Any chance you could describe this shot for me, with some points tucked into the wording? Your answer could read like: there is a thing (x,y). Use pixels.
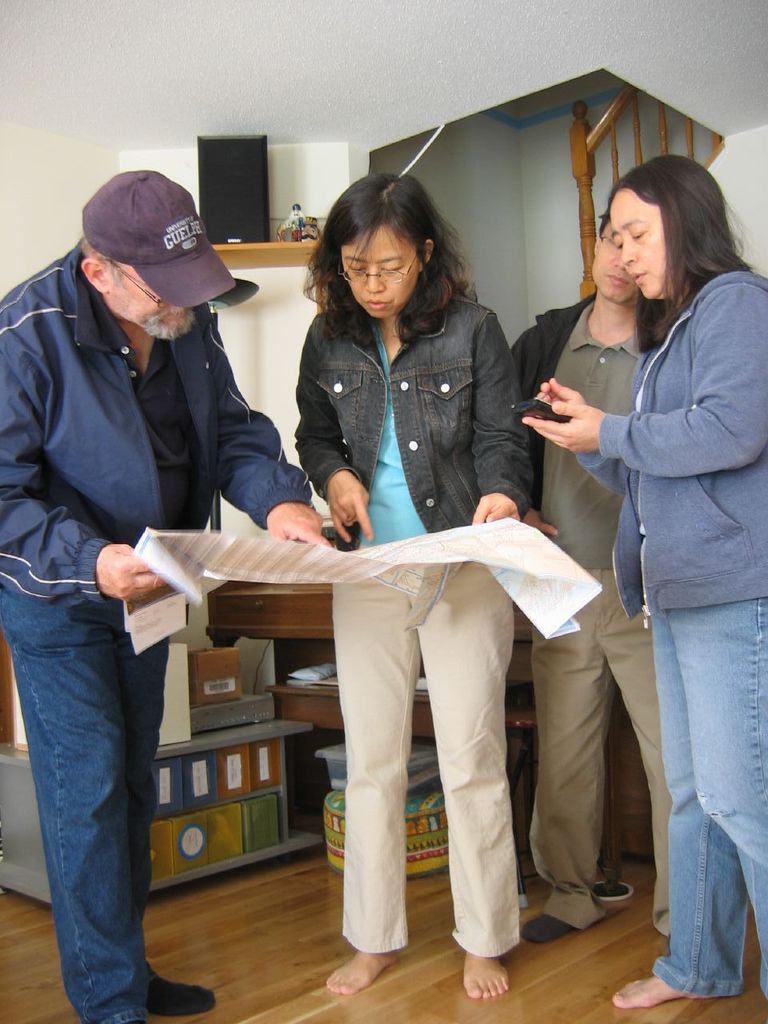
In the picture I can see people (322,471) standing on the floor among them some are holding white color object (261,550) in hands (279,535). In the background (284,232) I can see sound speaker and some other objects (276,696) on the floor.
